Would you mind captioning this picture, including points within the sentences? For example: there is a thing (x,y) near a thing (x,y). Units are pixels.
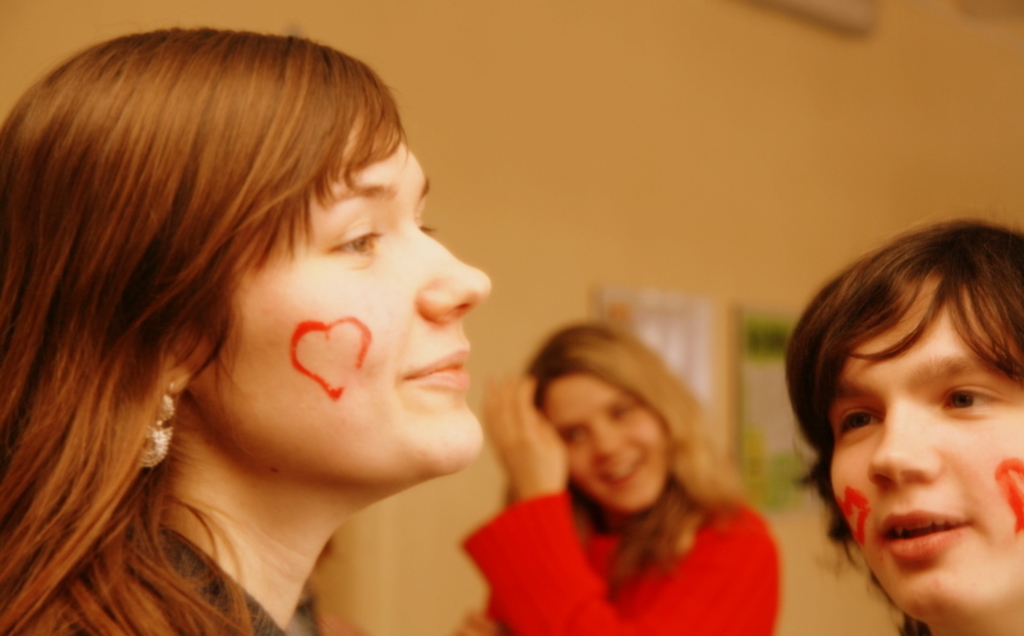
In this picture I can see few people (562,399) standing and I can see painting (358,363) on two people's faces (264,341) and I can see a wall (620,172).
